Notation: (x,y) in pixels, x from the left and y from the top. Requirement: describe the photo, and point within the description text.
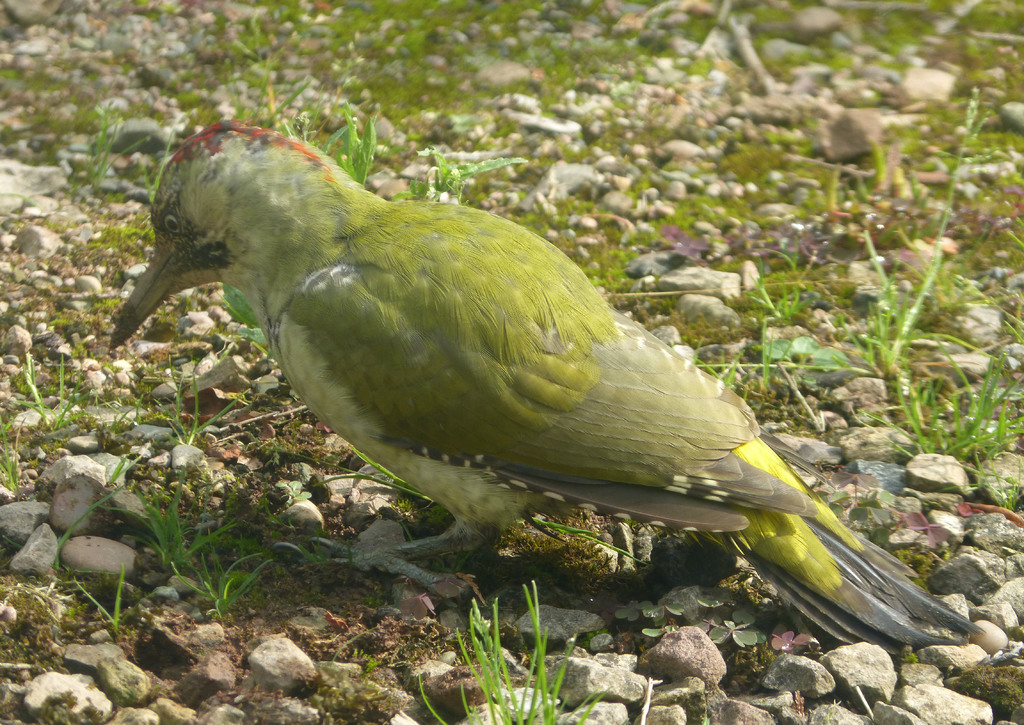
In this picture we can see a bird (708,511) on the ground (374,620) and in the background (34,224) we can see grass (881,42), stones (584,104).
